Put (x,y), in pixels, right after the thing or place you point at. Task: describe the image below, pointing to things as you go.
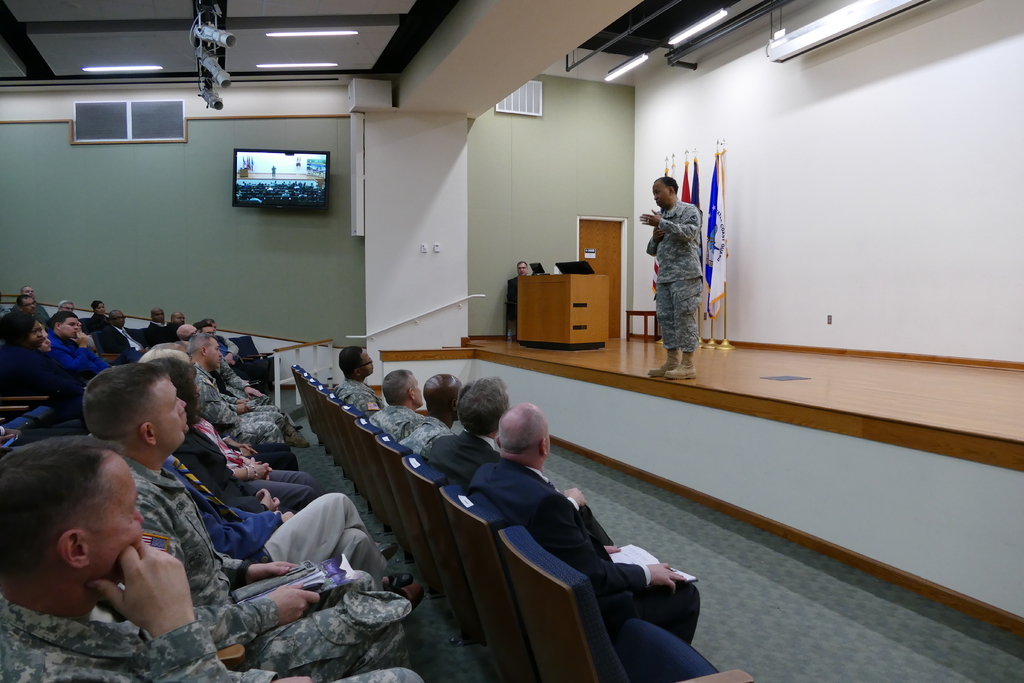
These persons (413,403) are sitting on a chair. On this stage (756,514) this person (681,342) is standing. Far there is a table (574,297), on a table (562,274) there are laptops (581,271). Beside this wall (785,210) there are flags (723,221). This is door (609,247). On top (717,11) there are lights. A screen (295,169) on wall (201,204). Most of the persons (182,523) wore military dress (241,628).
